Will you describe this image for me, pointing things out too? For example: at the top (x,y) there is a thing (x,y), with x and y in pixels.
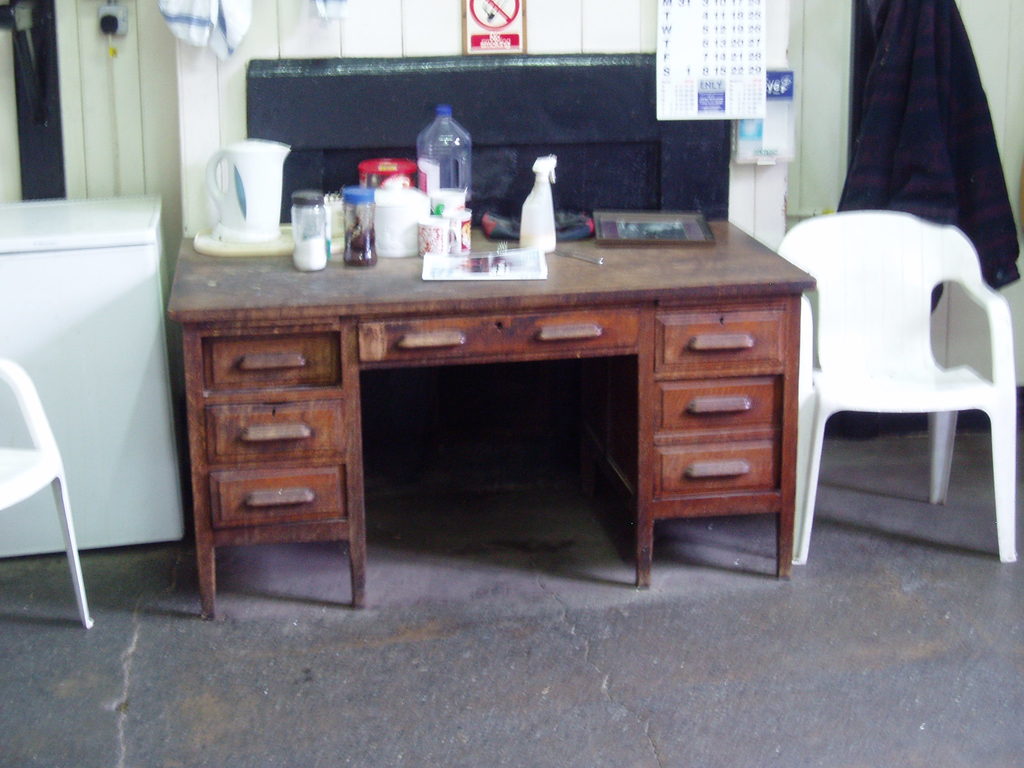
In this image we can see a table (526,347) containing a jar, bottles (427,189), papers (518,272), frame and a water spray bottle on it. We can also see some chairs (864,398) on the floor (764,624). On the backside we can see a coat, a calendar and a switch board (112,35) on a wall (334,55).
